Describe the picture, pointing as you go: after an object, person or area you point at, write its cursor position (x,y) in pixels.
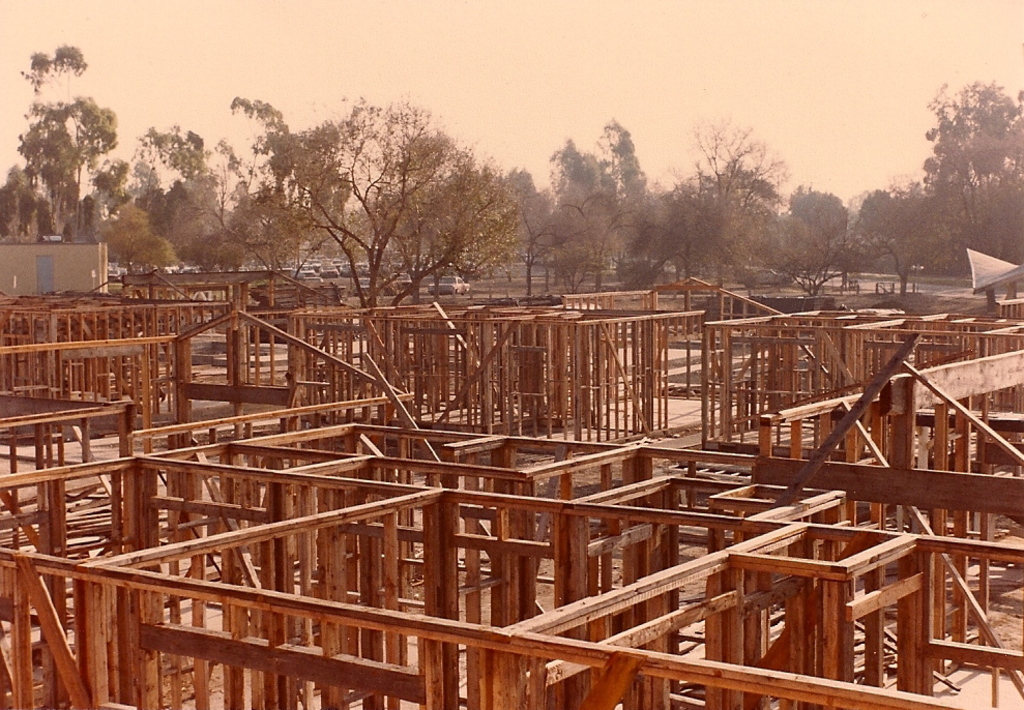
This is an outside view. Here I can see some wooden sticks (273,498) on the ground (976,687). In the background (824,213) there are some trees (319,203) and cars (323,268). On the left side (30,279) there is a house (65,269). On the top of the image (534,64) I can see the sky (504,63).
